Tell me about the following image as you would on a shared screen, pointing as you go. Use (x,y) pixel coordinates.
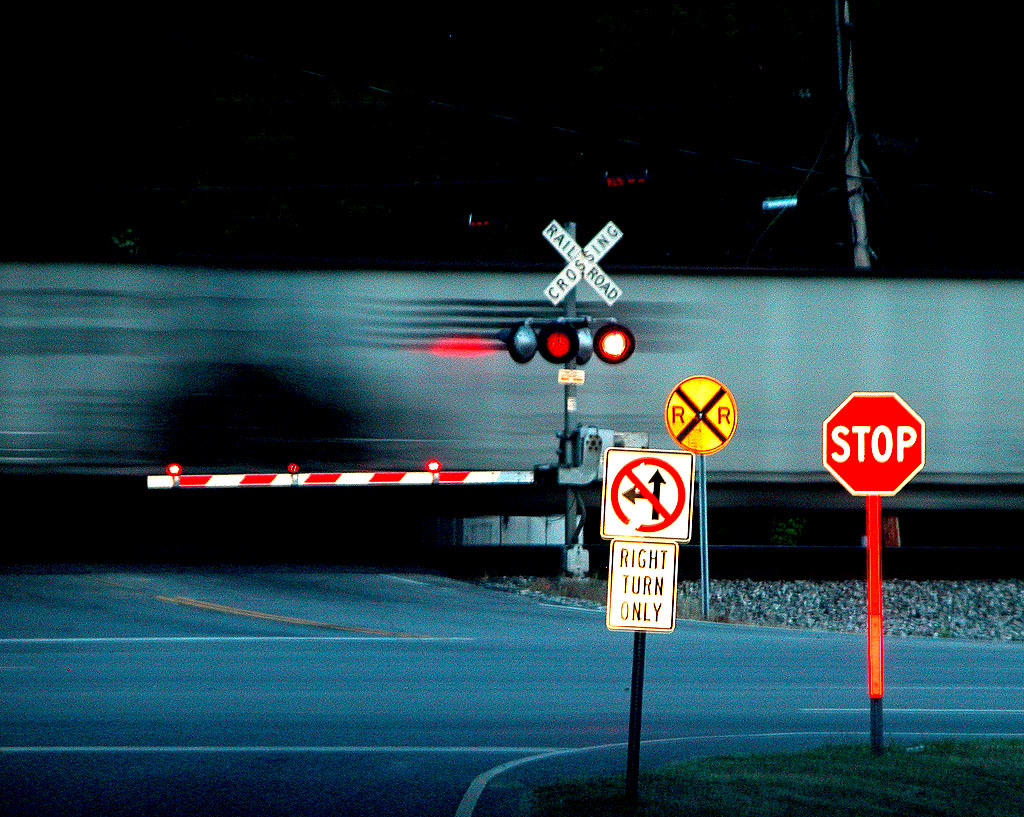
In this image, I can see the sign boards (666,482) and a traffic light (570,340) are attached to the poles (570,363). It looks like a train (252,462). The background (257,231) looks dark. At the bottom of the image (404,701), I can see the road (765,681) and grass (587,797).
